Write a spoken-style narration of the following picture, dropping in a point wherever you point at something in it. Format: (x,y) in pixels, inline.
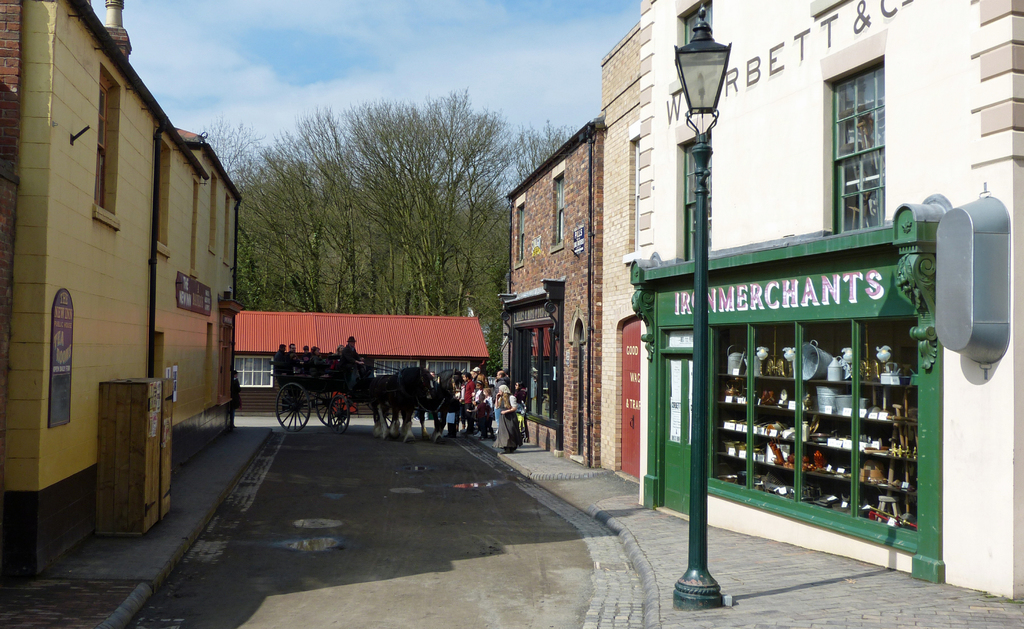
There is a road (381,533). On the road (428,447) there is a horse cart (368,392). On that there are many people (303,356). On the sides of the road (369,420) there are sidewalks (247,456). On the sidewalk (583,484) there are many people (500,375). Also there are buildings (22,241) with windows (858,451) and name boards (188,293). Inside the building (747,401) there are many items (844,367). Also there is a street light pole (701,108). In the background (445,222) there are trees (398,150) and sky (364,57).
